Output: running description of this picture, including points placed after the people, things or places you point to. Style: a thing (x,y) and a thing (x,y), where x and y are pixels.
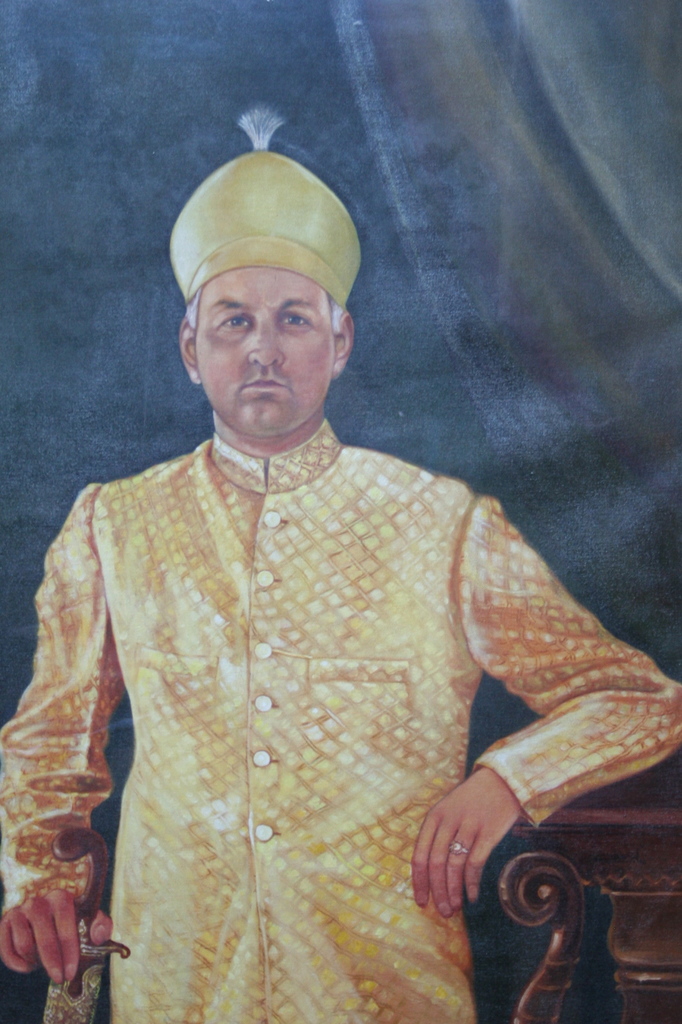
In the picture I can see person (291,753) standing, behind we can see cloth (415,223), it looks like a poster (407,667).
